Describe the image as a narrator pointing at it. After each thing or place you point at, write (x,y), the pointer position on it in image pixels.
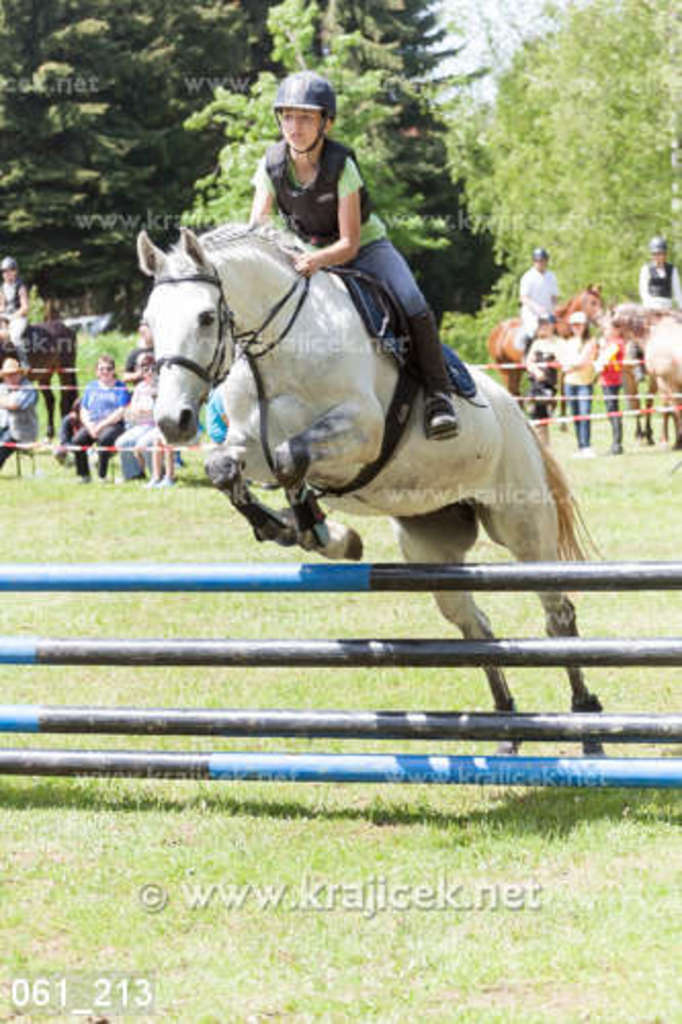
In this picture there is a girl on the horse (188,265) in the center of the image (428,368) and there are other people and trees (437,319) in the background area of the image (637,156), there is a hurdle (632,590) at the bottom side of the image (608,766).
